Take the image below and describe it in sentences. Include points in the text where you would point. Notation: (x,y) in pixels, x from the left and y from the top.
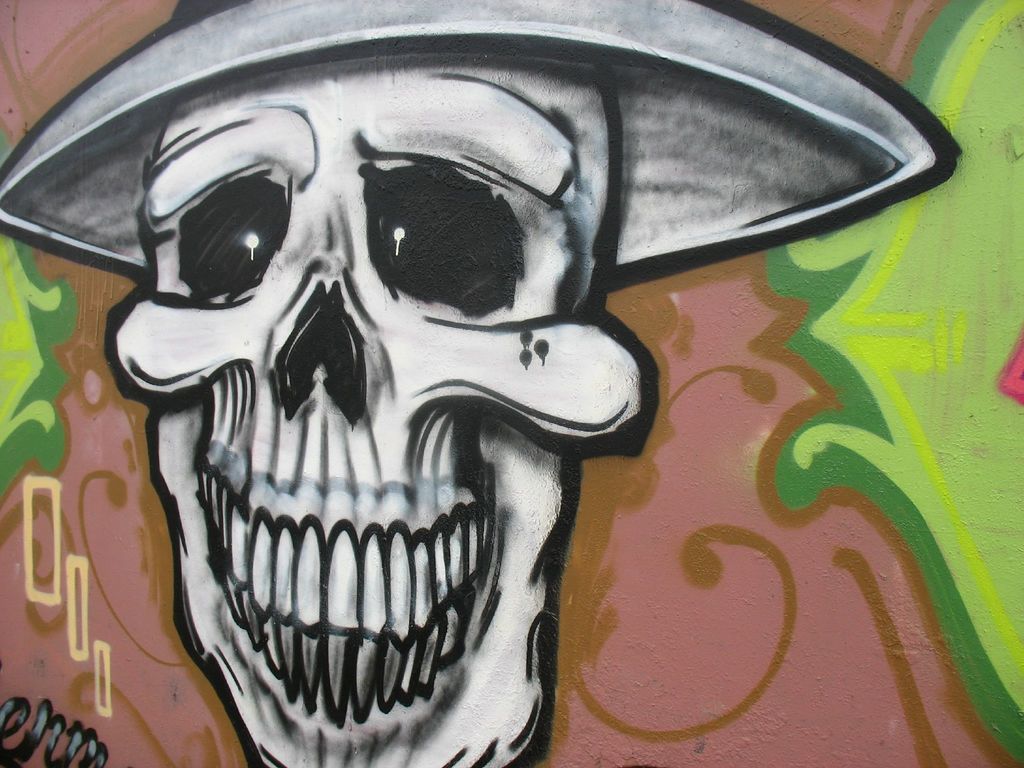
In this image there is a painting (306,277) of a skull (473,451) and some other designs (927,564) on the wall (494,292).
